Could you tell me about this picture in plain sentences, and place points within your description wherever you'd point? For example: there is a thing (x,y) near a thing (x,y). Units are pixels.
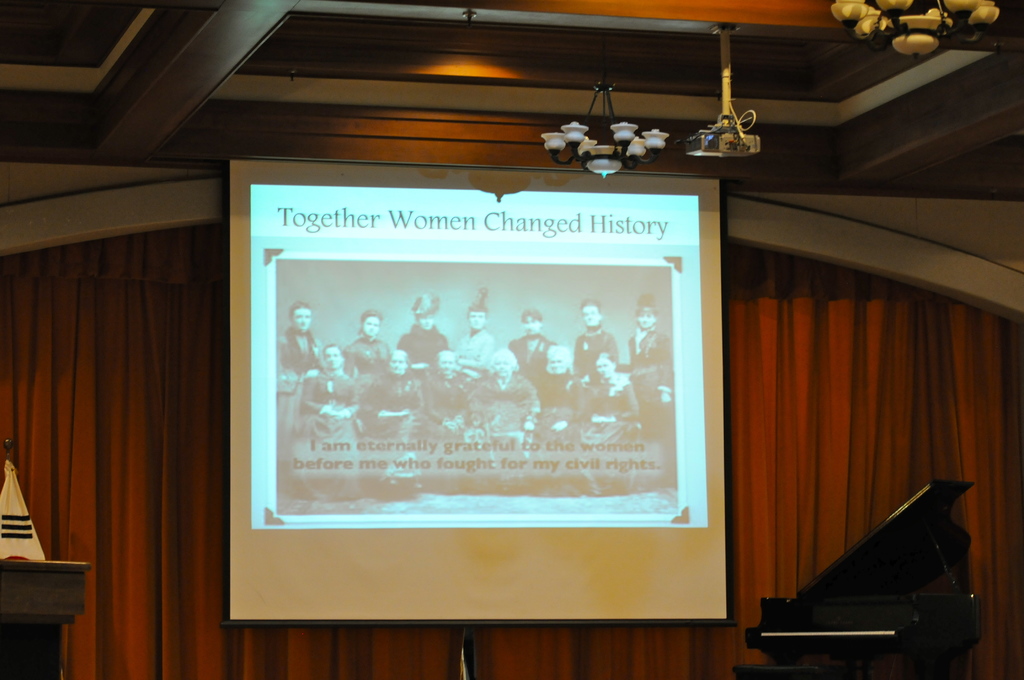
This picture shows a projector screen (708,221) and projector (728,135) and few light (603,118) on the roof (826,54).
